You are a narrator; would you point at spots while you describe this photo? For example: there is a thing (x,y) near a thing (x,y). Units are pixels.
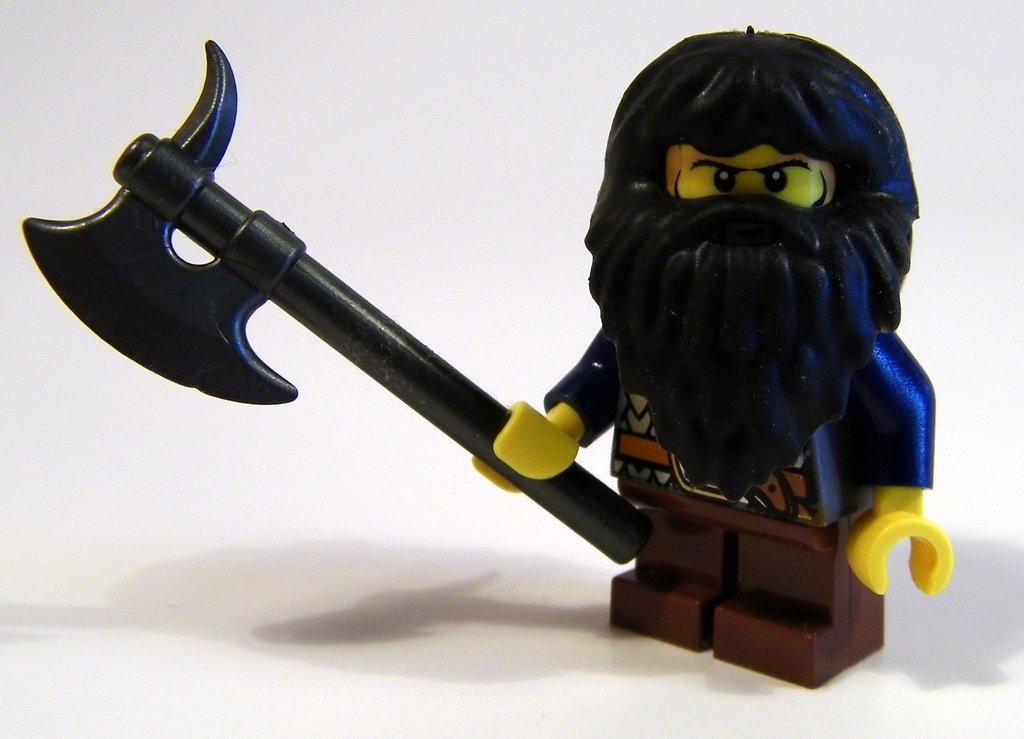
This image consists of a doll (558,417) along with a toy axe (223,268), is kept on the floor (175,648). The axe (143,308) is in black color.
